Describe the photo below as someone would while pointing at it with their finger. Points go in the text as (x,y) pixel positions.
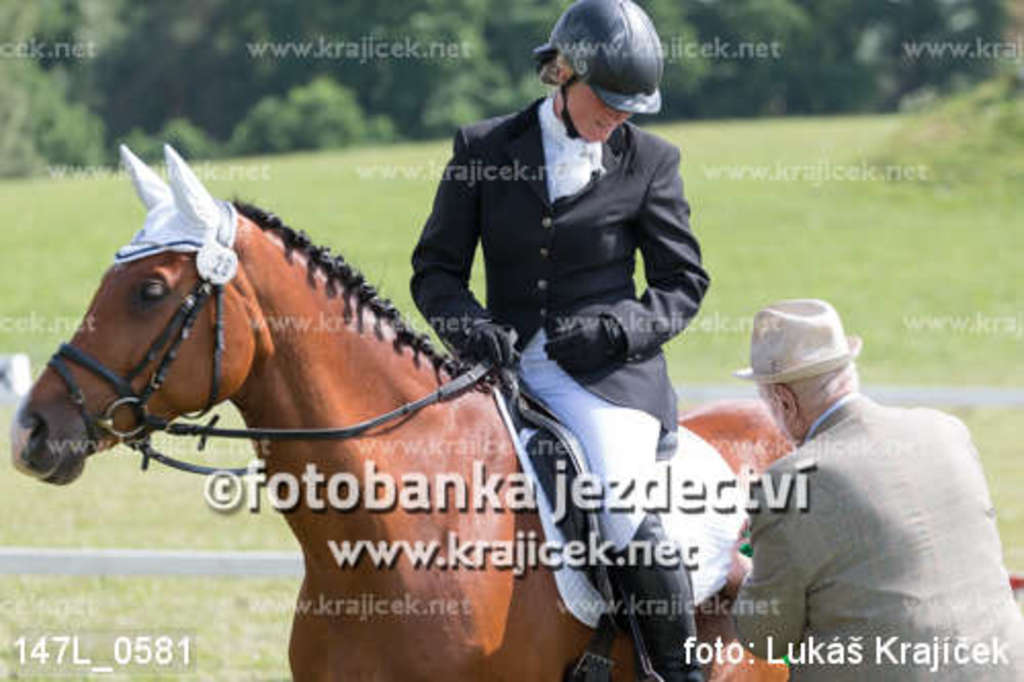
In this picture we can see some text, two people (844,480) and a woman (541,299) wore a helmet (573,42), gloves (573,345) and sitting on a horse (435,644) and in the background (145,511) we can see the grass (824,212), trees (136,57).
